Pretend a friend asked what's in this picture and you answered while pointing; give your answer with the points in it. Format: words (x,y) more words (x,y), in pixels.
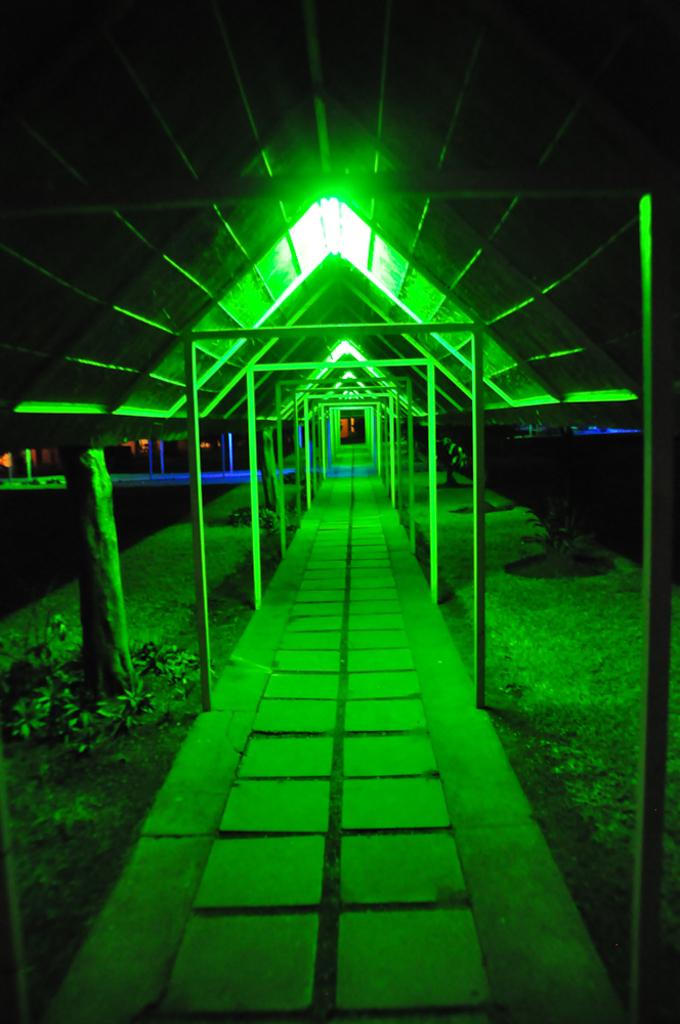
At the top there are lights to the shed (439,160). At the bottom (358,840) it is the way (400,735).
